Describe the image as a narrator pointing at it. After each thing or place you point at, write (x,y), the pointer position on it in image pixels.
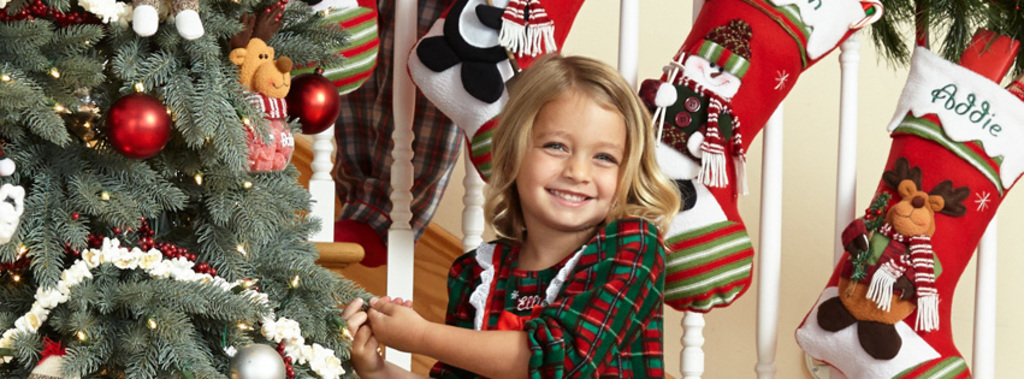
This image is taken indoors. On the left side of the image (114,145) there is a Christmas tree (160,181) with many decorative items (179,275), toys (274,105) and balls (151,122). In the background (604,40) there is a wall (608,55) and there is a railing (324,183). There are a few toys (749,63). In the middle of the image (609,162) there is a girl (465,337) and she is with a smiling face (563,191). At the top right of the image (910,22) there is a tree (890,21).
